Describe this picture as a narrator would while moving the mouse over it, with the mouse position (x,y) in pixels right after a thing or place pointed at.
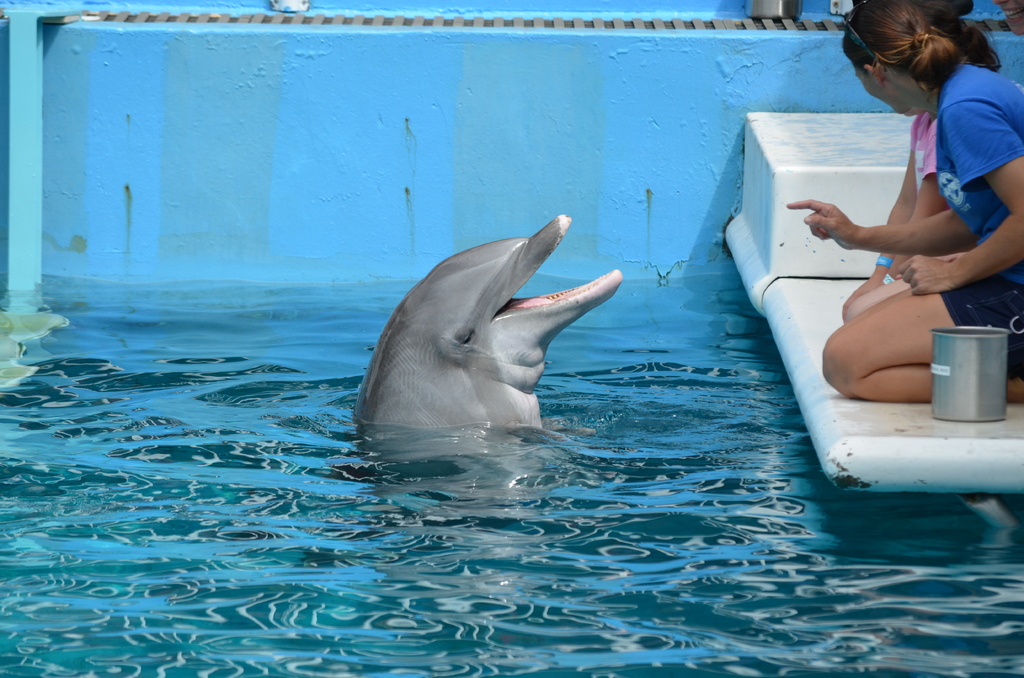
In this picture, we can see a few people (1001,132), a dolphin (473,383), we can see water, blue color wall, and we can see some objects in the top side of the picture (760,28).
